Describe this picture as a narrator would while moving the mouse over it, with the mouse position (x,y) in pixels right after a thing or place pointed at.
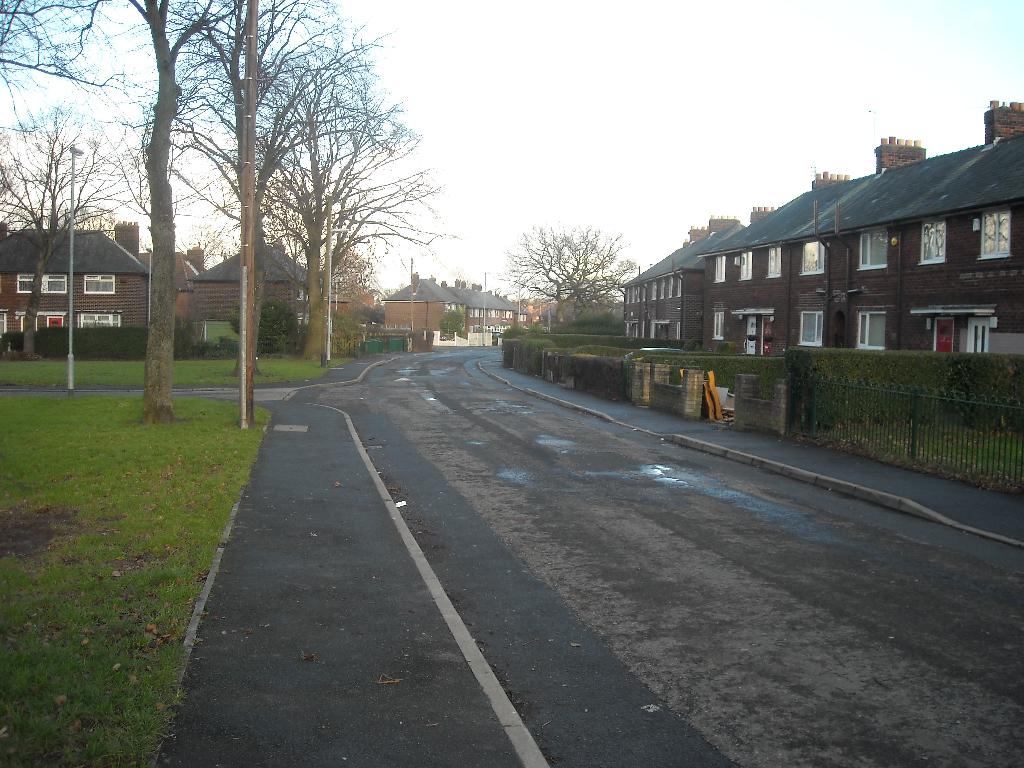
In the foreground of the picture (1018,615) it is road (506,532). On the left (162,365) there are trees (376,309), plants (336,338), houses (106,272), streetlight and grass (116,410). On the right (795,273) there are houses (752,256), trees (583,271), footpath (796,448) and other objects (663,365). In the center of the background (431,301) there are houses (442,290) and trees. At the top (585,56) it is sky (551,35).
